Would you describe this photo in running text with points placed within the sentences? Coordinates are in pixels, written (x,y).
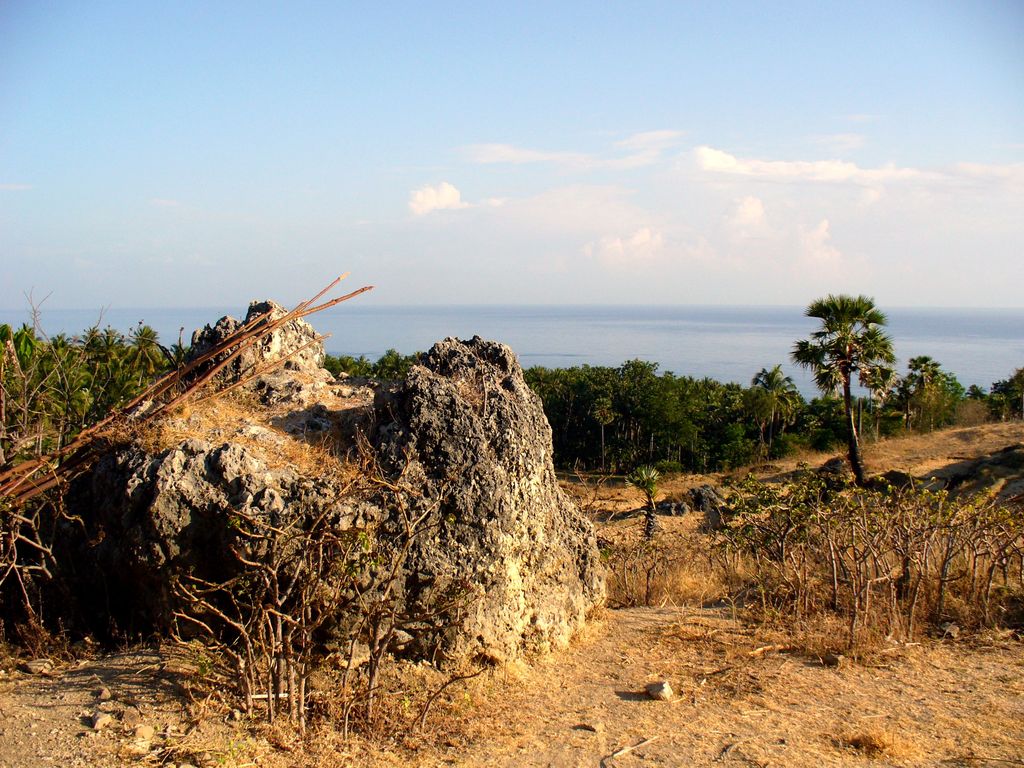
In this picture, it looks like a rock (264,454) and behind the rock (497,460) there are plants (781,503), trees (686,398) and the sky (298,122). Behind the trees (606,382), it looks like a sea (646,357).
